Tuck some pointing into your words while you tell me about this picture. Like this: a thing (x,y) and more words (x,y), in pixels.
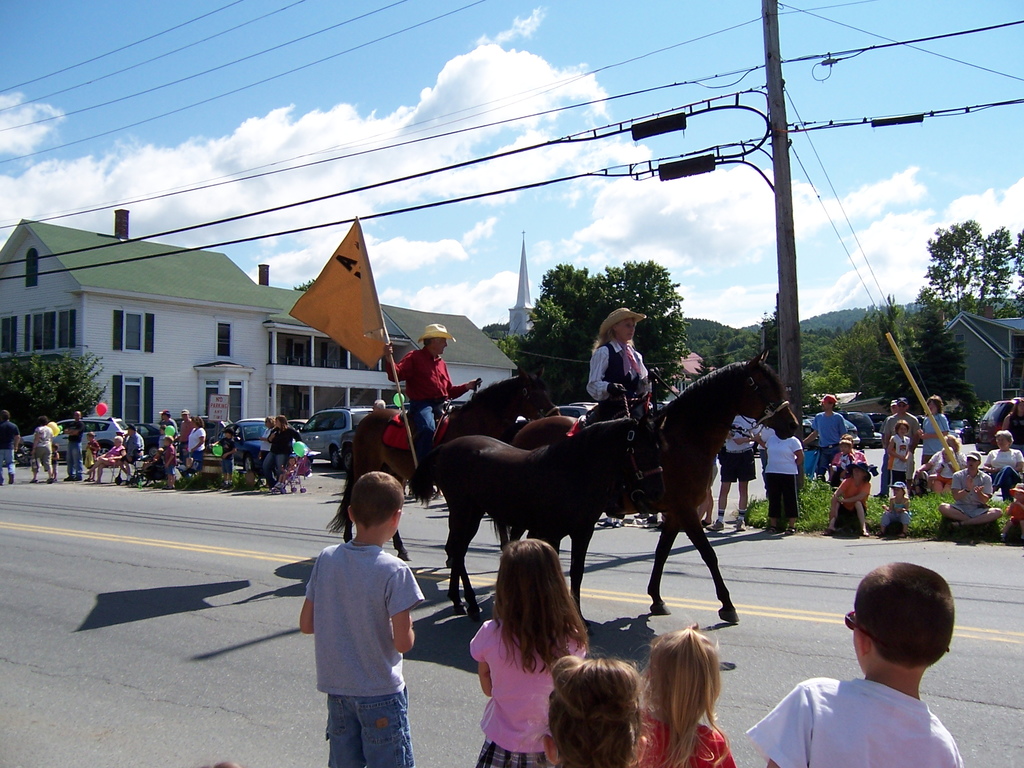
There are two members (432,400) on two horses (699,425) and there are three horses (578,464). One of the man (435,370) is holding a flag (335,305). There are some people (67,432) and children (396,616) who are watching the horses (698,548) on the road (747,591). There is a pole (791,224). In the background (562,295) we can observe some trees (547,294), buildings (232,306) and a sky (194,146) with some clouds (408,162) here.
